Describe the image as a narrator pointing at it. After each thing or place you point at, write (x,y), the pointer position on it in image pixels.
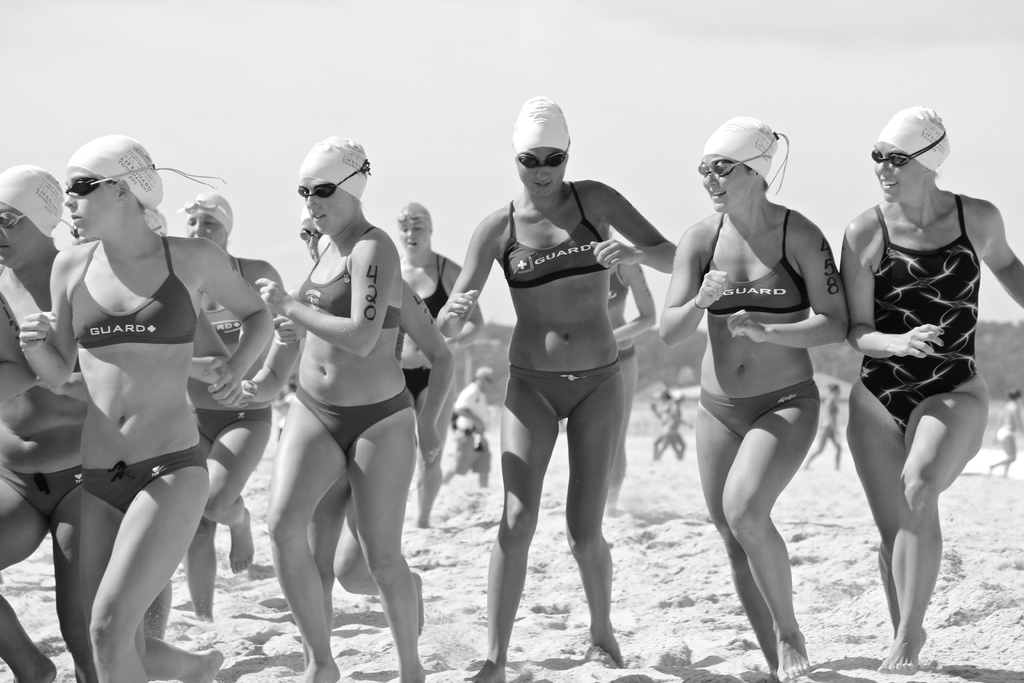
It is the black and white image in which there are few girls (549,350) running in the sand (428,582) by wearing the bikinis (588,389). They are wearing the spectacles (529,165) and caps (896,139).
